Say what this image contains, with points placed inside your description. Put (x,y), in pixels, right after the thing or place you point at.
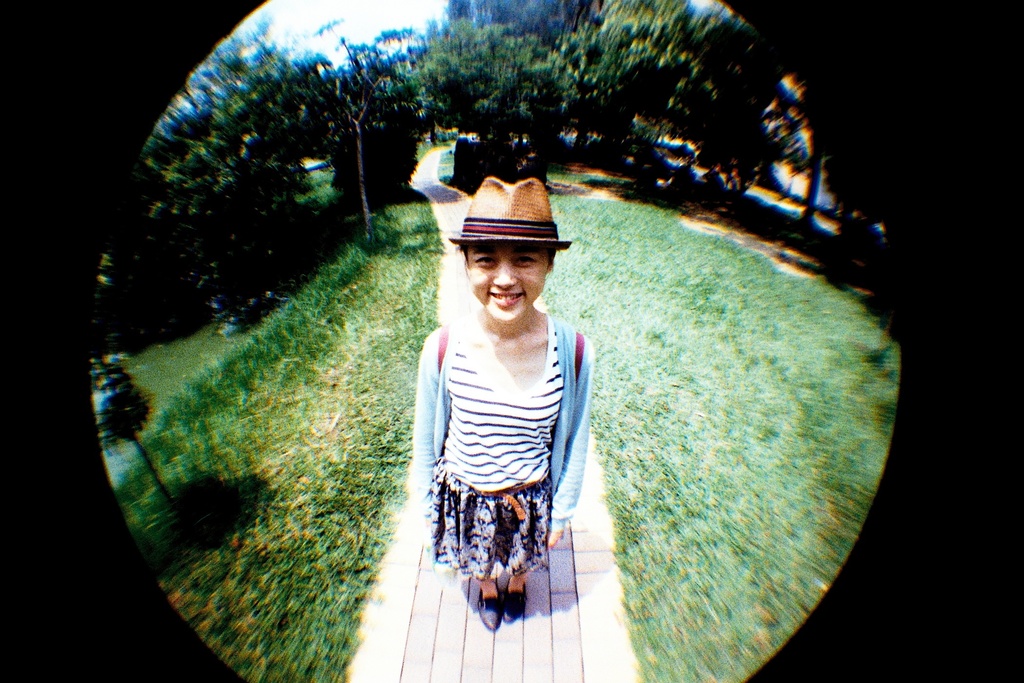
In the center of the image (550,322) there is a girl (514,280) wearing a cap (479,215). In the background of the image (350,168) there are trees (350,168). There is grass (385,423).
